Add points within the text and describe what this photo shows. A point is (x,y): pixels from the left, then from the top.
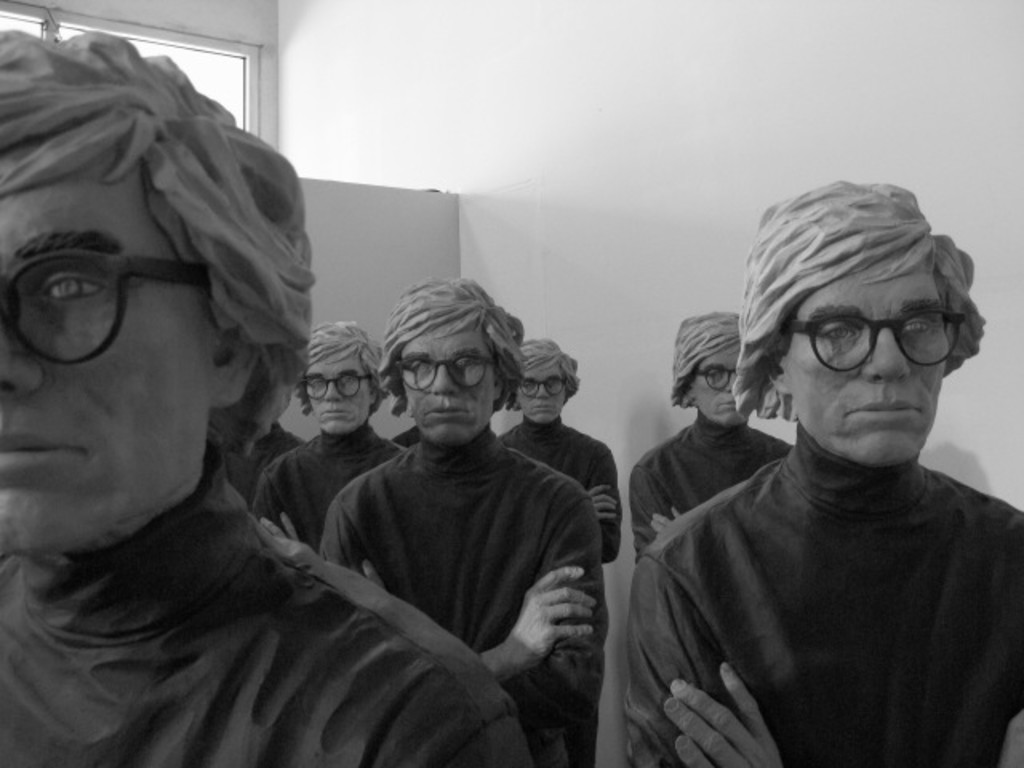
In the foreground of this image (299,446), there are sculptures of men (684,512). In the background (673,197), there is a wall (661,210) and at the top (170,40), it seems like a window (208,70).
